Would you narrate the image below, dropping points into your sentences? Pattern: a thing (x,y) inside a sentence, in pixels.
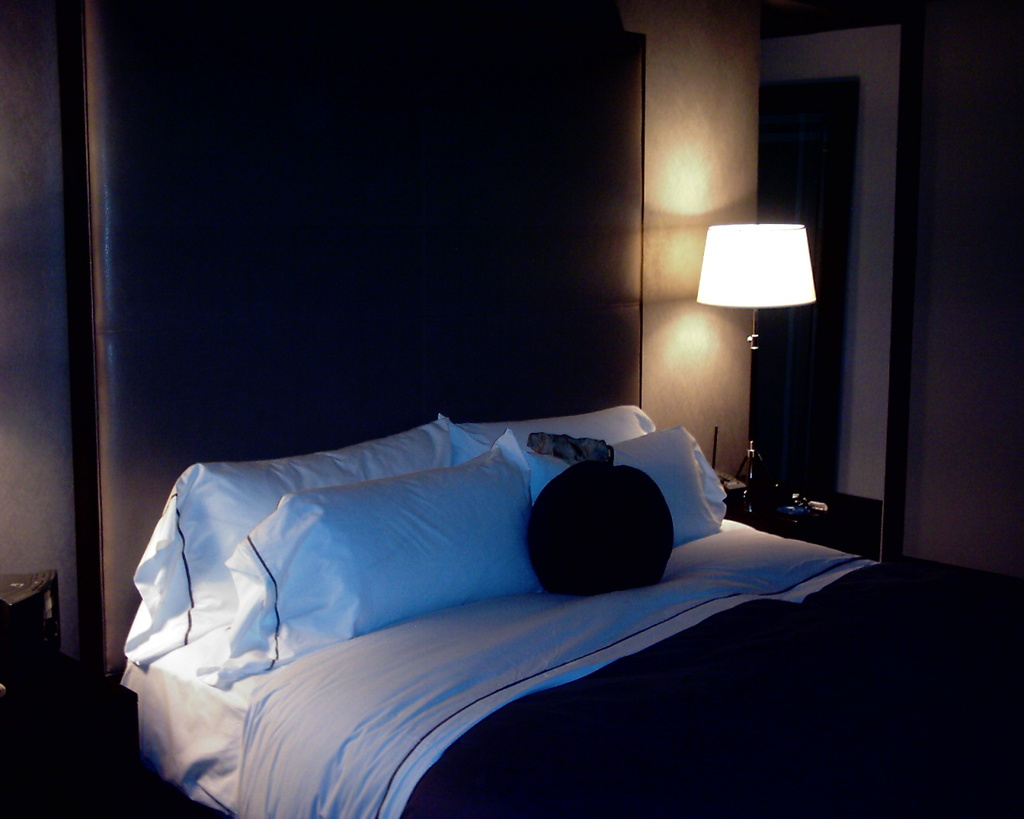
In the image there is a bedroom (549,364) and there is a bed (517,631) and beside the bed (469,694) there is a lamp (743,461) and some objects (805,507) are kept on a table (832,493), beside the lamp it looks like there is a mirror (881,91).
